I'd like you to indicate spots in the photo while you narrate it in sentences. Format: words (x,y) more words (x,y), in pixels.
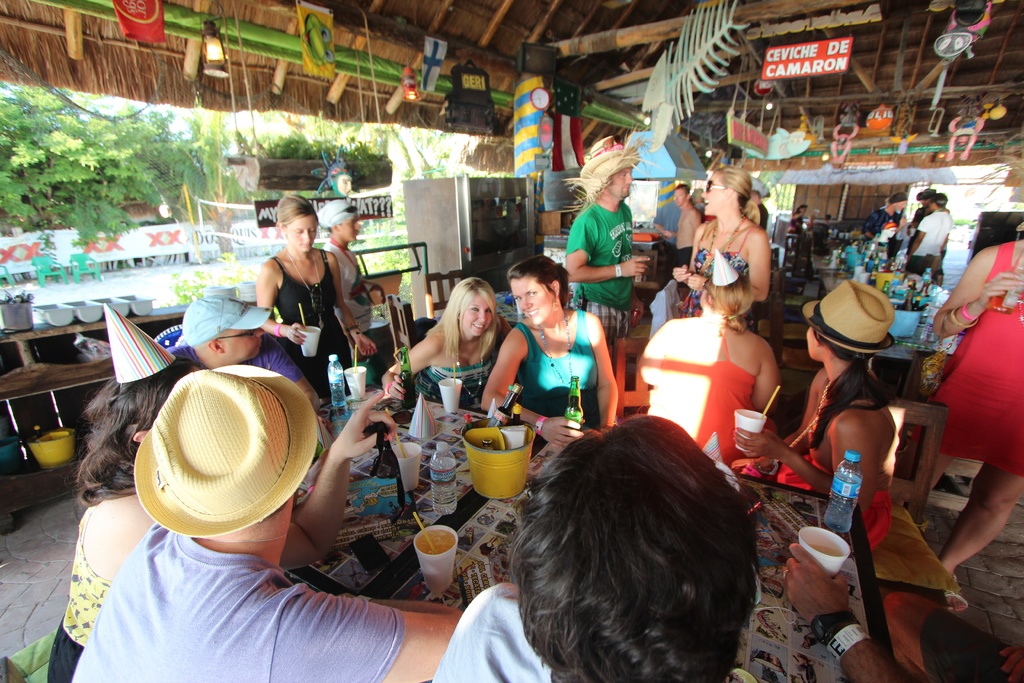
In this picture I can observe some people (434,337) sitting around the table (458,451) on which I can observe water bottles (433,460), glasses (408,482) and small yellow color bucket (498,460). There are men (237,609) and women (587,354) in this picture. In the background (127,170) there are trees (180,148).
